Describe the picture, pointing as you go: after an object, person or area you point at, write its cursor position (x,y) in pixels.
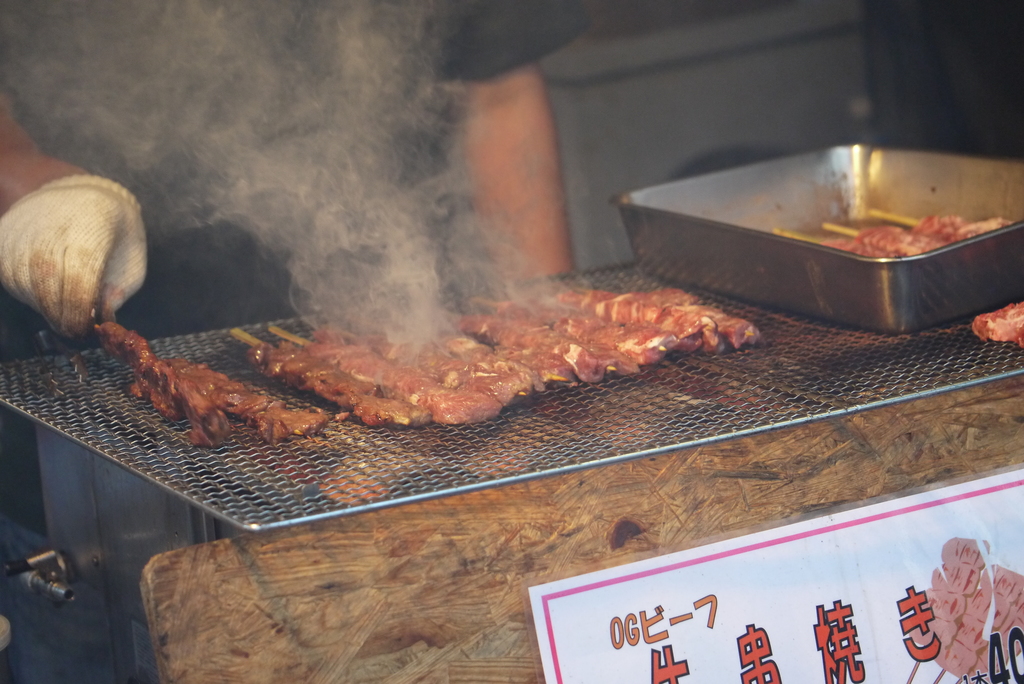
In this image we can see a person (150,223) wearing the hand glove (118,230) and holding the meat pieces (152,356) of the stick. We can also see the grill (668,361) and a tray (875,272) of meat pieces (899,247) with sticks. We can also see the poster (915,679) and a wooden board (353,587).
